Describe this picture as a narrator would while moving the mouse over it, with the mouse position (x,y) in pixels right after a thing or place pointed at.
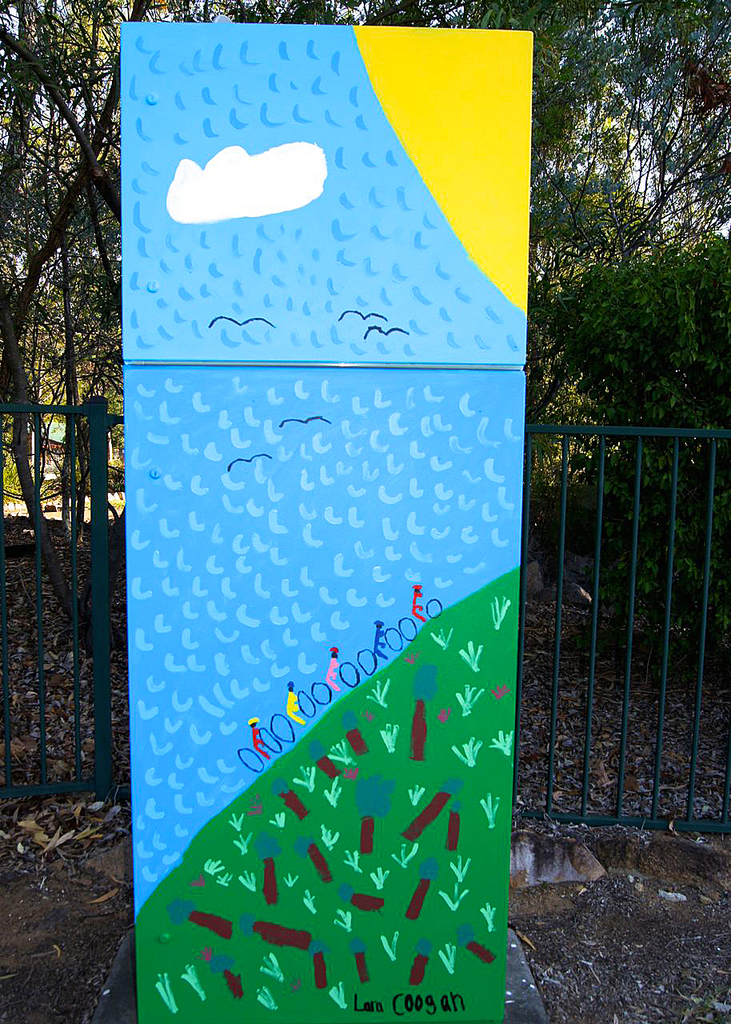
In this image we can see many trees (580,506) and plants (622,636). There is a painting (404,815) on a board (375,489). We can see few persons (292,687), few birds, the sky (343,371), few other objects (379,810) in the painting (303,387).
